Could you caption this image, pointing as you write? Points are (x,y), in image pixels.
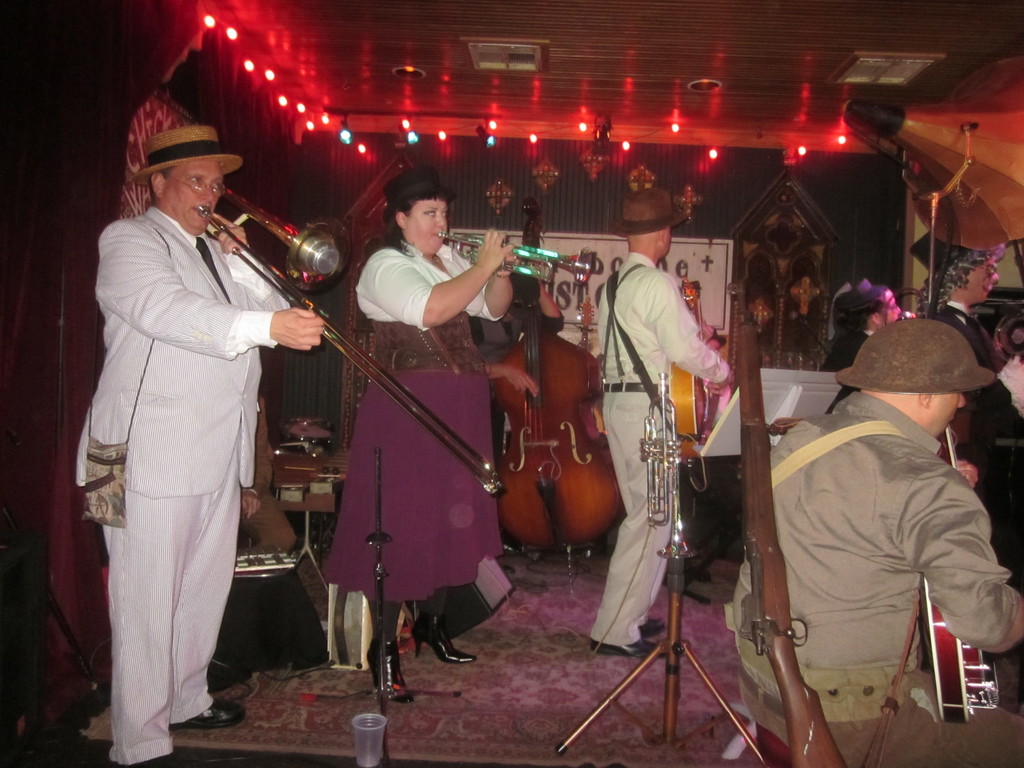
In this we can see a group of persons (519,331) are standing on the floor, and playing the musical instrument (502,386), and here a person (851,591) is sitting and playing the instrument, and here are the lights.
